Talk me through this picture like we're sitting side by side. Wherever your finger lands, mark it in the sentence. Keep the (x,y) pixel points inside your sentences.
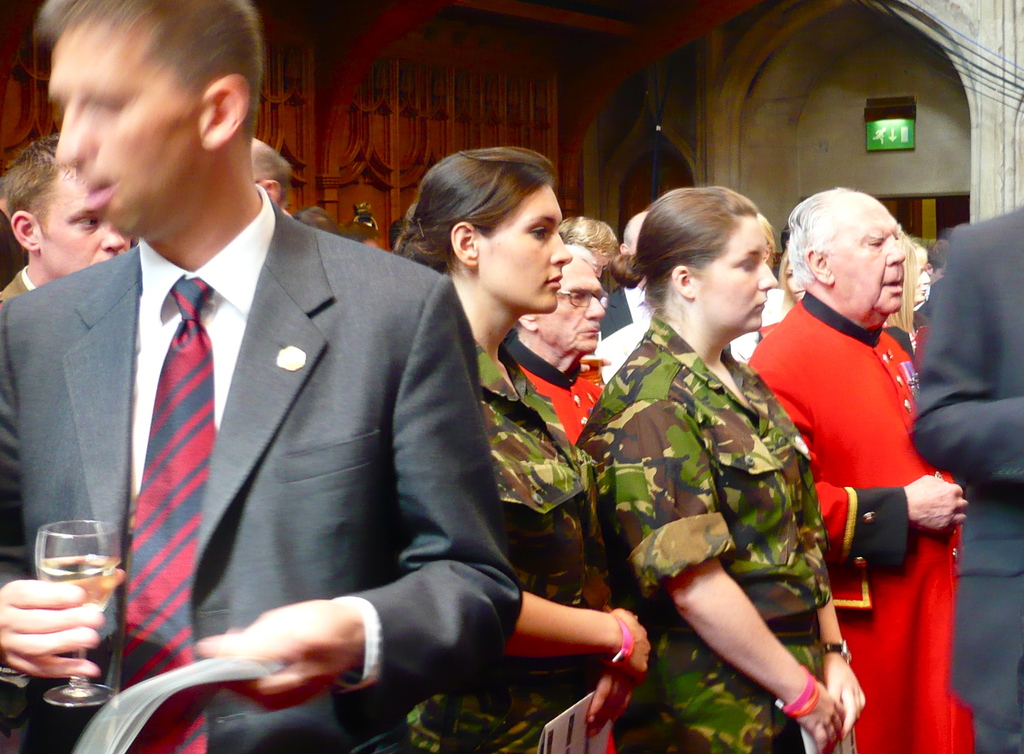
In this image, we can see a group of people (743,565) are standing. Few (454,499) are holding some items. Background (883,139) there is a wall (777,144), sign board (889,120).
